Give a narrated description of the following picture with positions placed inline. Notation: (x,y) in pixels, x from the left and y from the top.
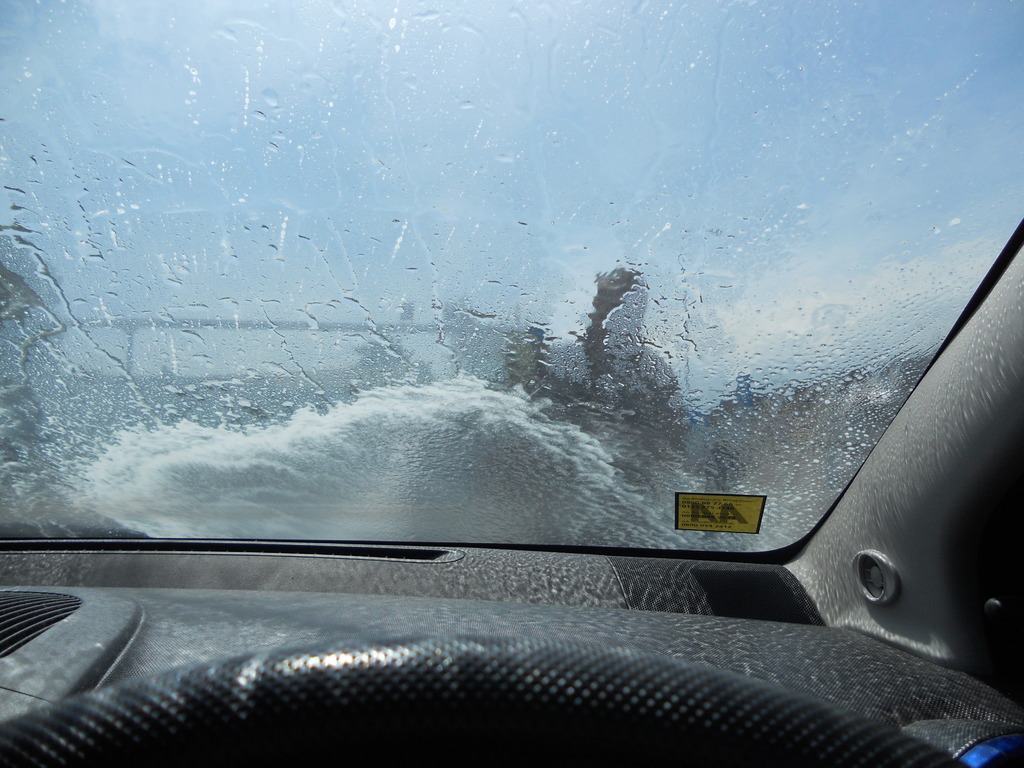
This is a inside view of a car (581,392), where we can see windshield (467,194), dashboard (414,590), steering (458,710).
